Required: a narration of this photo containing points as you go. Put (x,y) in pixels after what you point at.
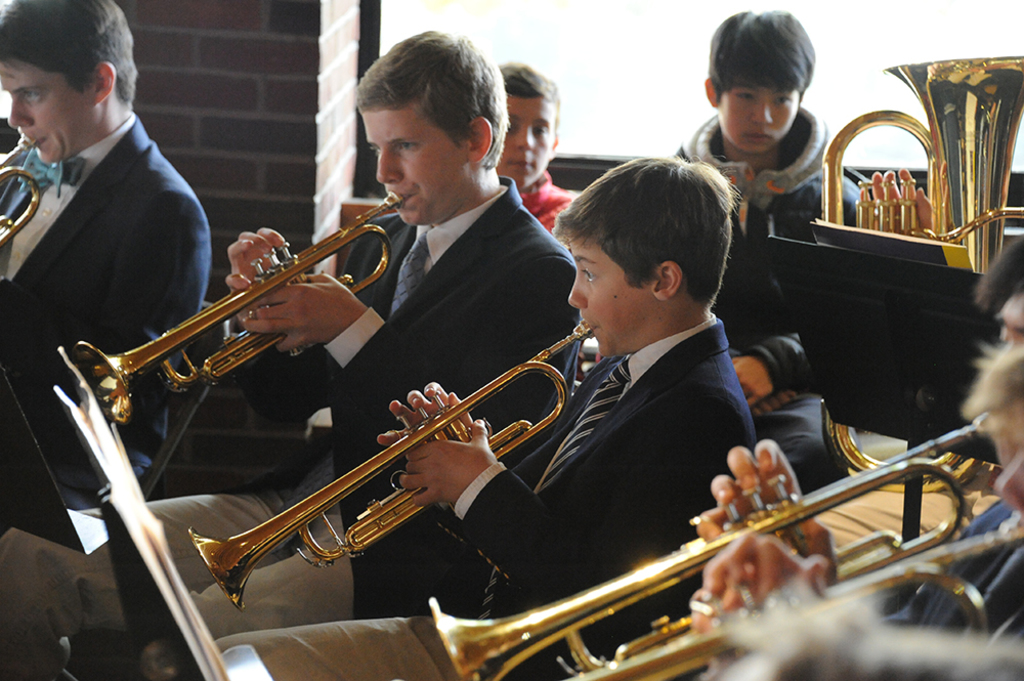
In this picture, we see the boys (319,411) in white shirts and blue blazers (651,433) are sitting on the chairs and they are playing the trumpets (644,671). Behind them, we see a boy (761,193) in black jacket (745,205) and a boy (544,179) in red jacket (525,183) are sitting on the chairs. Beside them, we see a musical instrument (909,211). Behind them, we see a glass window (566,58). Beside that, we see a pillar (325,96).
